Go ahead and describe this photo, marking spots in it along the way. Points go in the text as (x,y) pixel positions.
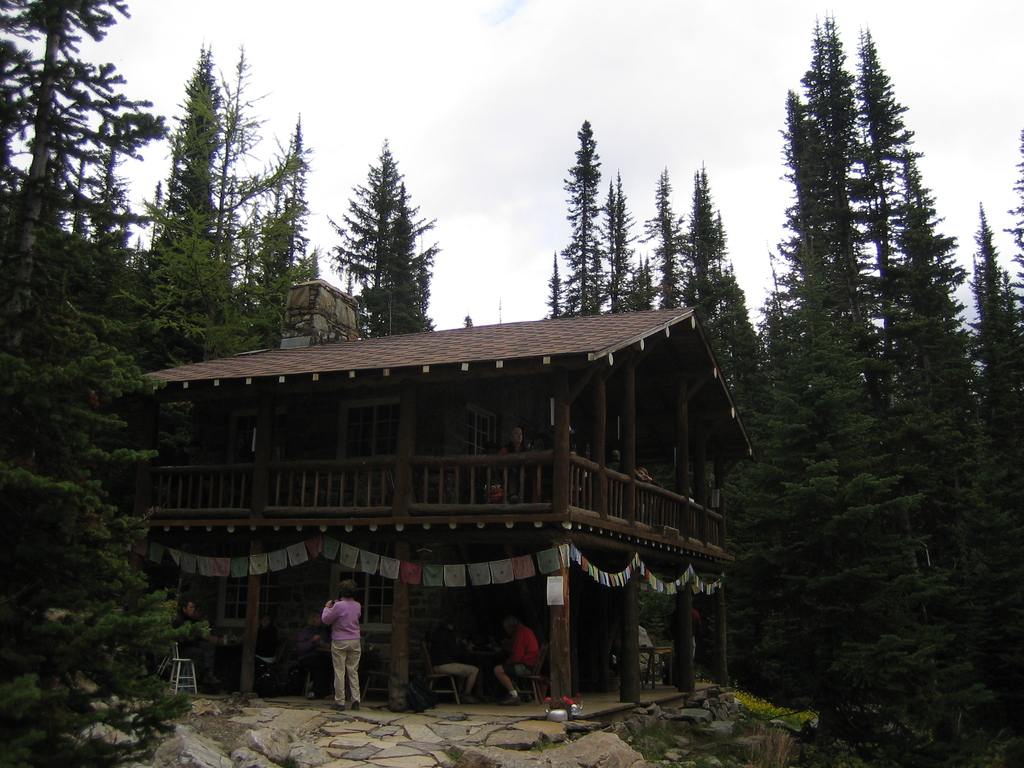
In the center of the image (609,444) there is a house (523,531). There are people (444,633) sitting on the chairs (372,651). In the background of the image (751,339) there are trees (63,292) and sky (566,59). In front of the image there are rocks (527,745).
